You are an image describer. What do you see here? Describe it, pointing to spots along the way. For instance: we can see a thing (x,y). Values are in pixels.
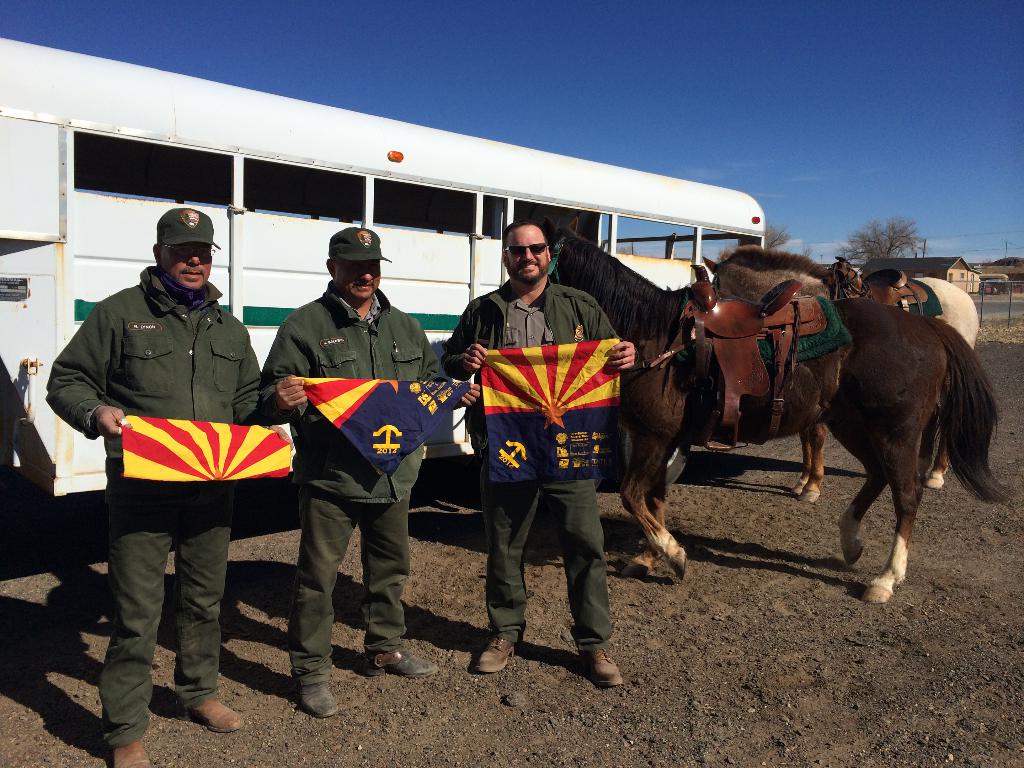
In this image we can see three people (310,564) standing and holding flags (161,424). They are wearing uniforms (160,401). We can see horses (853,355) and there is a trailer (731,231). In the background (780,232) there are sheds (991,272), trees (852,248) and sky (805,231).
